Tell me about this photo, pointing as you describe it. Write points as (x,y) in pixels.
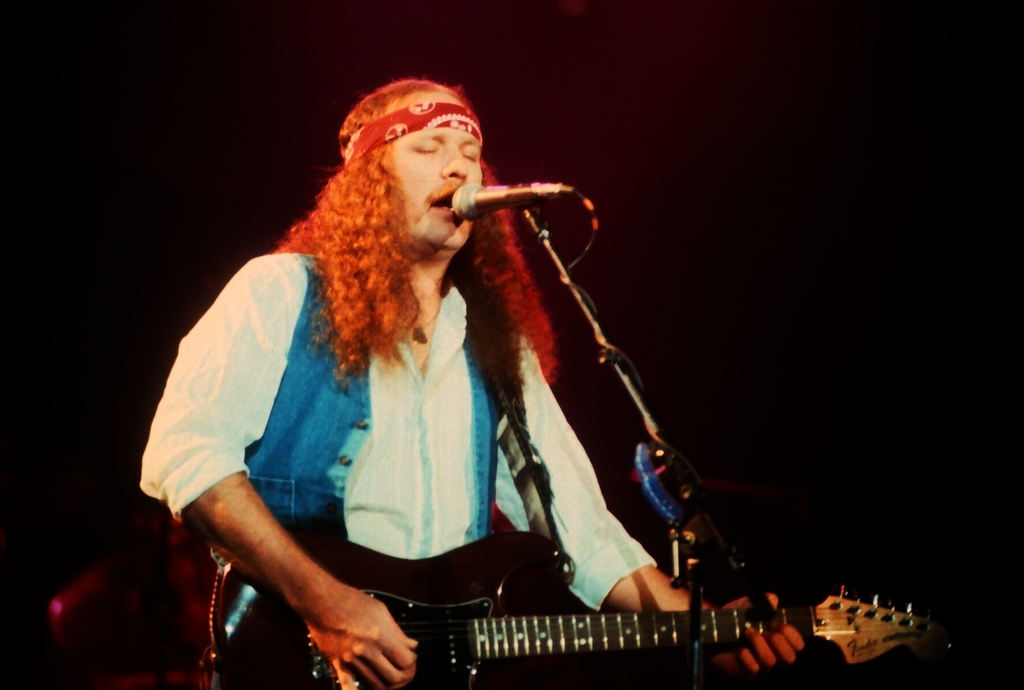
In this image in the center (400,285) there is one person (414,501) who is standing and he is holding a guitar (427,606), in front of him there is one mike (531,214) it seems that he is singing. In the background (848,303) there is a wall (718,382).
